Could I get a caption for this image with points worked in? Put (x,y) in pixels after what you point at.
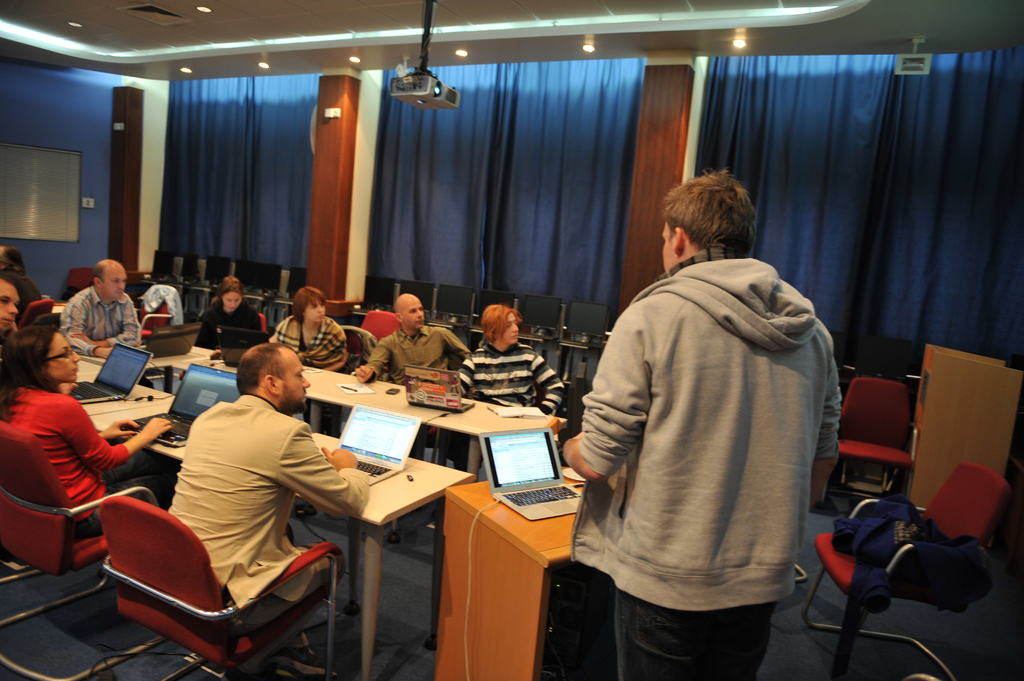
In this image, There are some tables (491,415) which are in white color on that table (322,442) there are some laptops (360,460) and there are some people (210,520) sitting on the chairs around the table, In the middle (523,448) there is a yellow color wooden box (504,627) on that there is a laptop (508,484) and there is a man (651,589) standing in the middle (675,450), In the background (954,149) there are some blue color curtains (847,140) in the top (233,54) there is a white color roof (295,49).
